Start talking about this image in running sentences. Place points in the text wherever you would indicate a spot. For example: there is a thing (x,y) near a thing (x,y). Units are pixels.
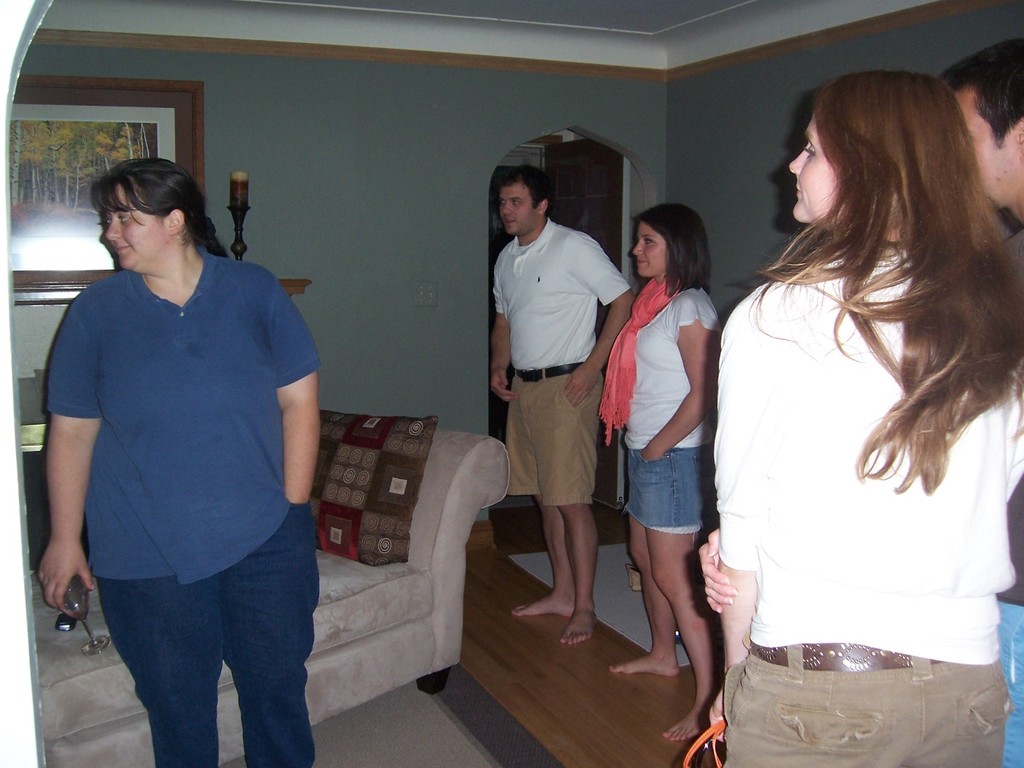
In this picture there are few persons (761,388) standing in the right corner (826,412) and there is a woman (222,565) wearing blue T-shirt (190,558) is standing and holding a glass (84,612) in her hand (90,584) in the left corner (79,625) and there is a sofa (77,629) behind her and there is a photo frame (136,128) attached to the wall (234,152) in the background (144,138).
